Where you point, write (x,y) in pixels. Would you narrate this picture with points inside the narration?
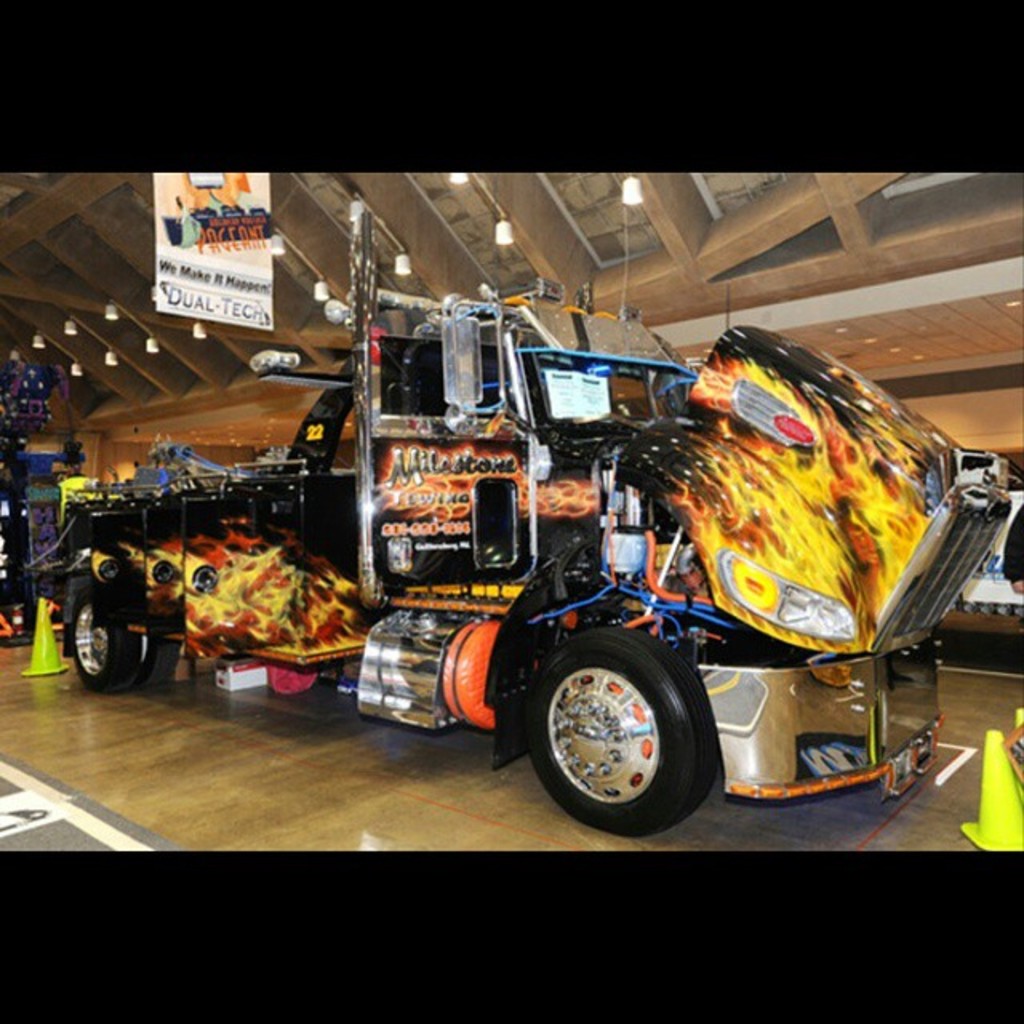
In the image there is a tow truck (714,583) inside a hall (668,285) and there are lights (628,193) over the ceiling (390,216).
